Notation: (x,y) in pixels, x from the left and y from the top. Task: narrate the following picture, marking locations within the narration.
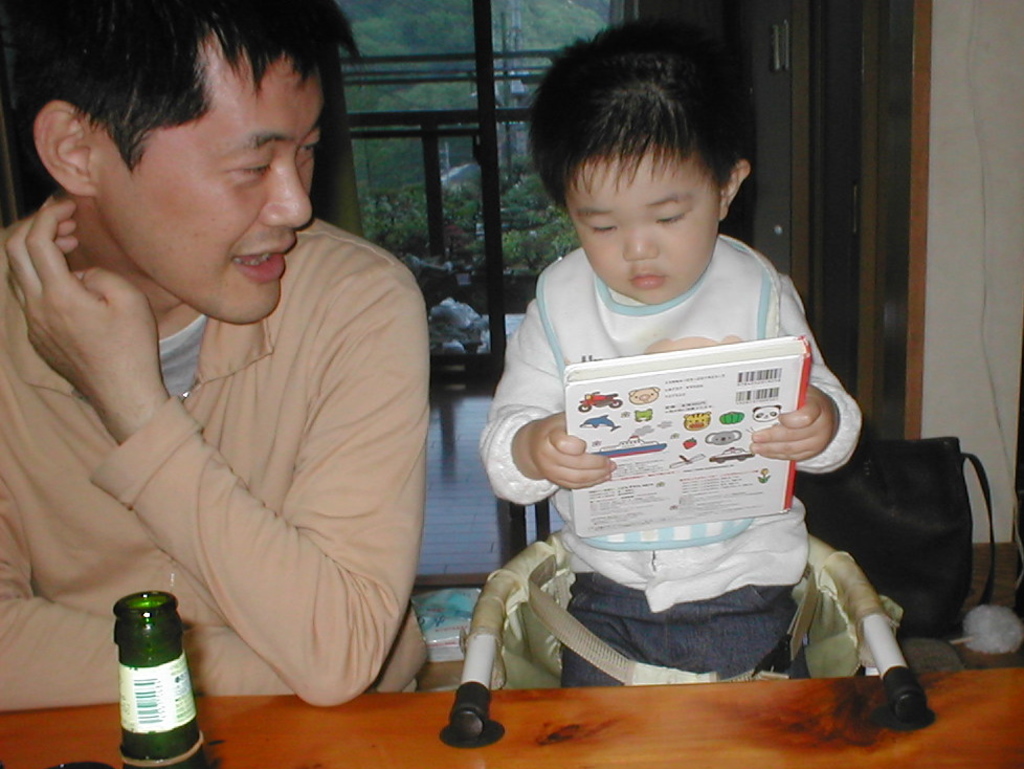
In this image, a boy (690,321) is reading a book (686,426). On left side (224,481), a human (214,460) is smiling. At the bottom (694,718), we can see wooden table (368,742) and bottle (154,731). Background (517,226), there is a door (489,153), glass (513,202), plants (477,260), trees (535,203), cover (465,319). And right side (949,344), there is a wall (957,358).
